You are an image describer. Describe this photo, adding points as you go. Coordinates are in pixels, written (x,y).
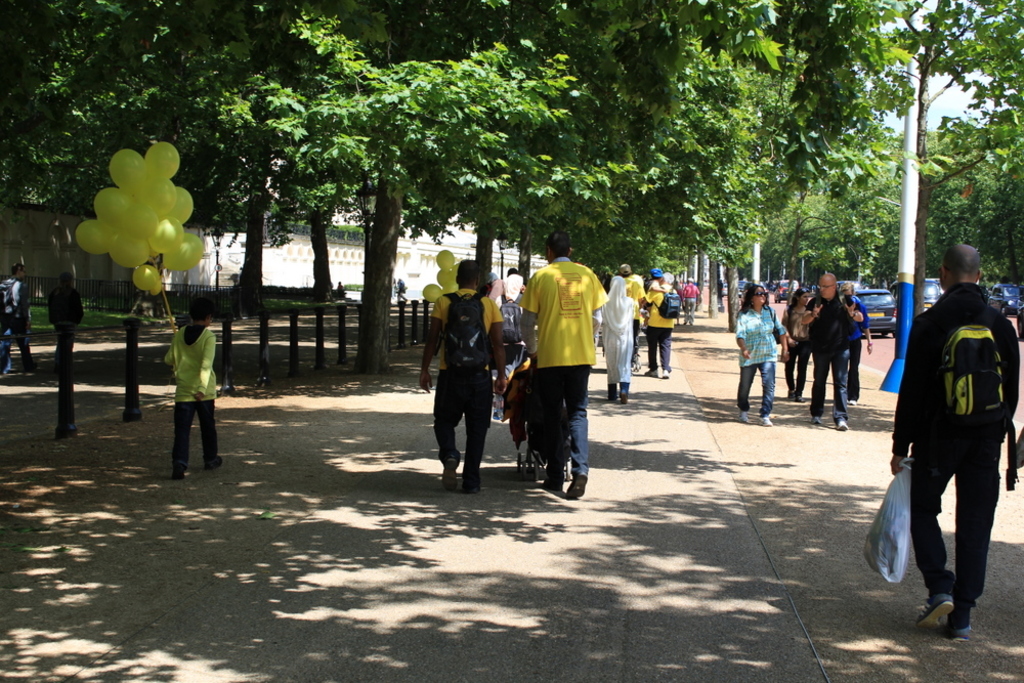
In this picture we can see so many people (967,529) are walking, among them few people (466,466) are holding balloons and few people (473,454) are holding bags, around we can see some trees (283,186).
